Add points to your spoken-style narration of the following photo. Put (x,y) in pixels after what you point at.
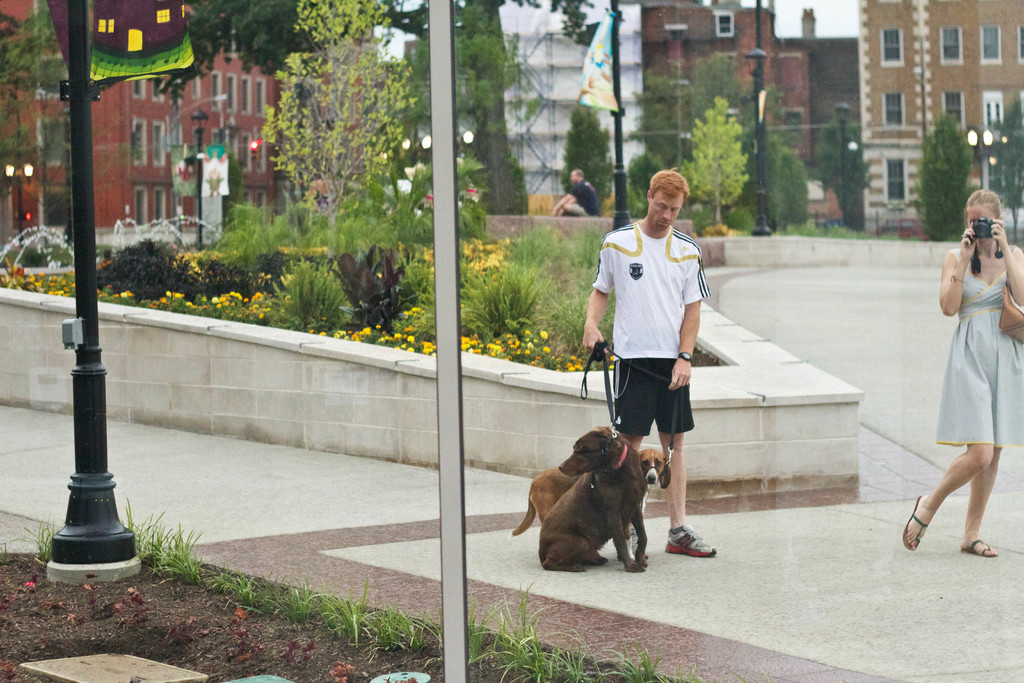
In the picture we can see a man (661,279) and a woman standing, man (675,279) is wearing a white T-shirt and woman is wearing a blue dress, man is holding a dogs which are brown in color and woman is wearing a camera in her hand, beside the man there are plants (548,264), pole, and one pole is black in color white in color and grass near to it, in the background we can see flag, buildings (35,208), plants (295,147), and sky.
